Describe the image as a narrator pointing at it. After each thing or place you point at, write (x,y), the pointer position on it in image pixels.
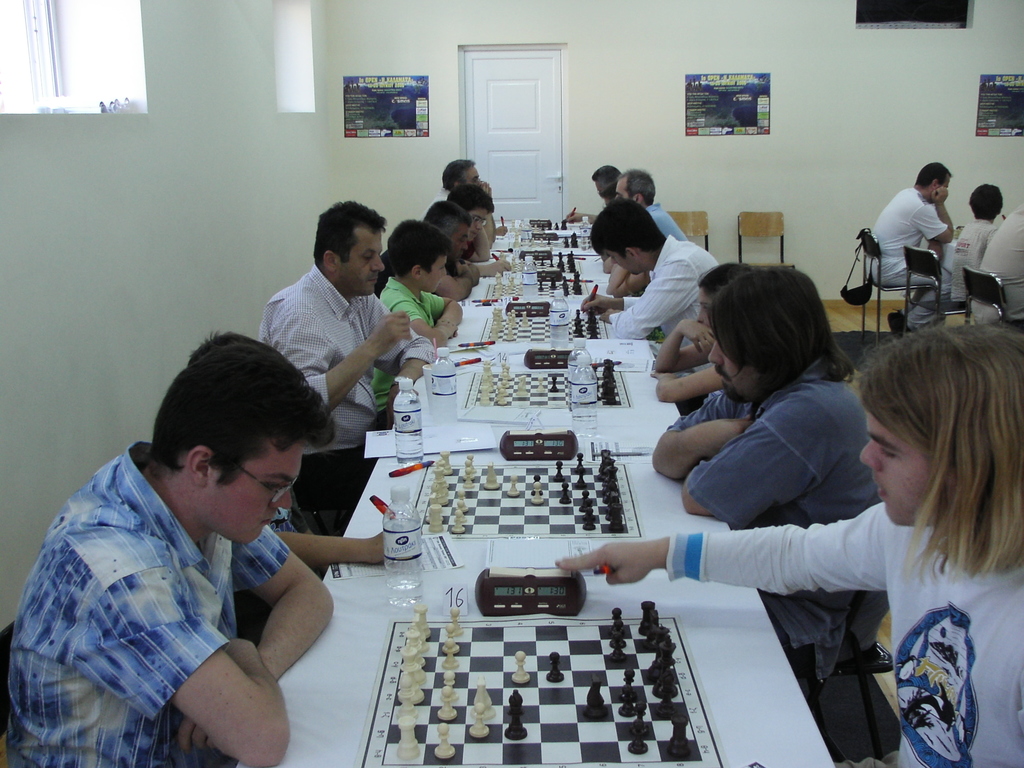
There are some people (460,320) sitting on the chair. In between those people (326,610) there is a table (761,670). On the table (757,658) there is a chess board (652,710) with coins (638,720), clock (545,601), water bottles (411,539), paper (426,442) on it. To the top left corner (82,74) is a window (85,42). In the middle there is a door (545,131). On the wall (951,90) there are some posters (417,105).
